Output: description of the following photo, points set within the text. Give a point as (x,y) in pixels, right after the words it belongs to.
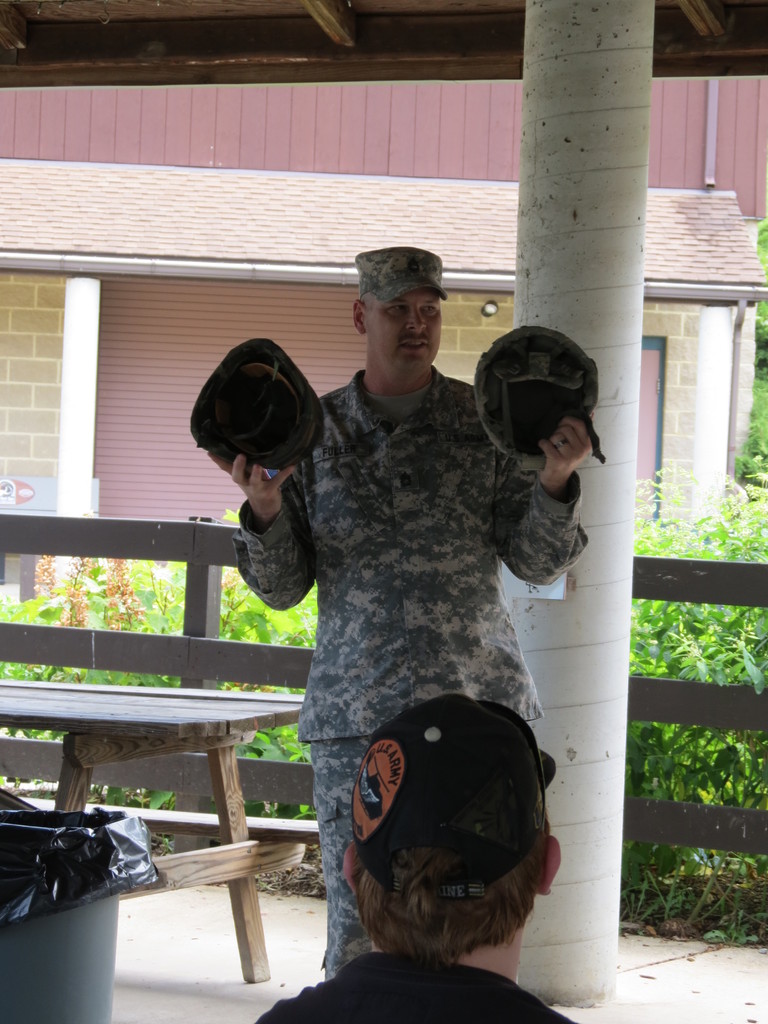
On the background (720,230) we can see a house (267,270), plants (713,611). This is a pillar (619,371). Here we can see one man (333,624) standing wearing a cap (383,256) and holding two helmets (474,383) in both hands (217,461). This is a table (159,715). This is a trash bin (85,941) with black cover (128,874). We can see one person (491,716) wearing a black cap (464,808).
